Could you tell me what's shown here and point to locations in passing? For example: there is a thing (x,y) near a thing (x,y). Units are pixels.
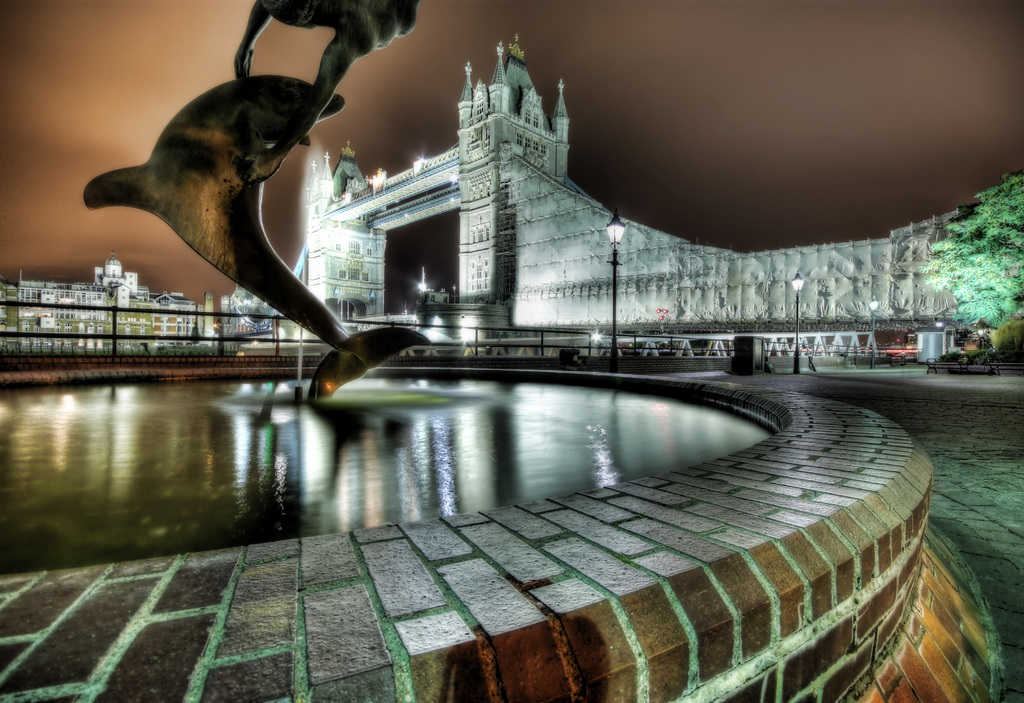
This is an edited image, where there is a bridge (312,210), trees (1019,343), lights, poles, water (456,463), buildings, statue (179,151) of a dolphin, and in the background (564,47) there is sky (534,51).
